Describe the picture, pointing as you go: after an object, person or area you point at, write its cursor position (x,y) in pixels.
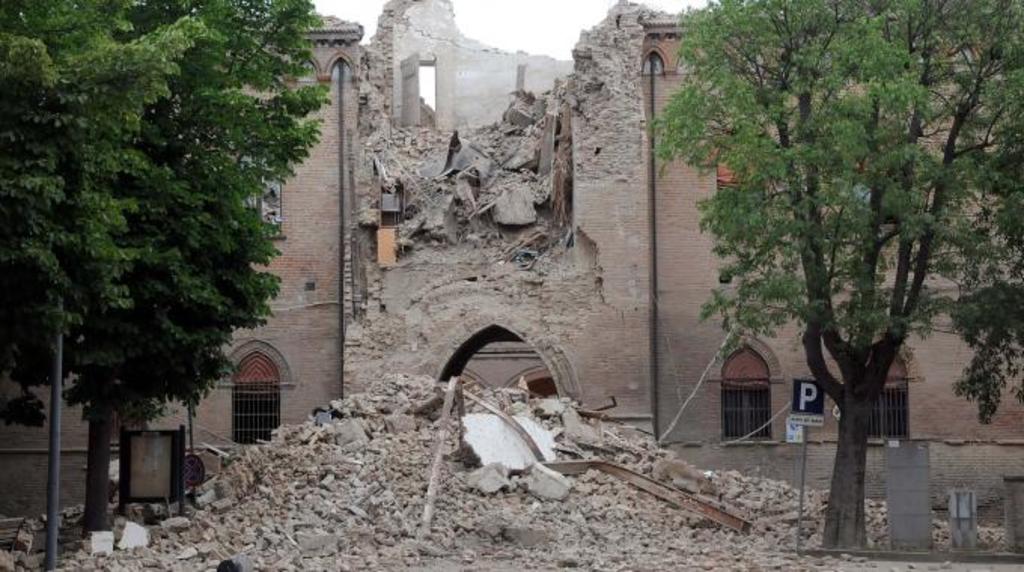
In this image we can see a collapsed building (408,298), in front of the building (652,225) there are trees (838,459), an iron pole (54,548) and a sign board (796,429).
